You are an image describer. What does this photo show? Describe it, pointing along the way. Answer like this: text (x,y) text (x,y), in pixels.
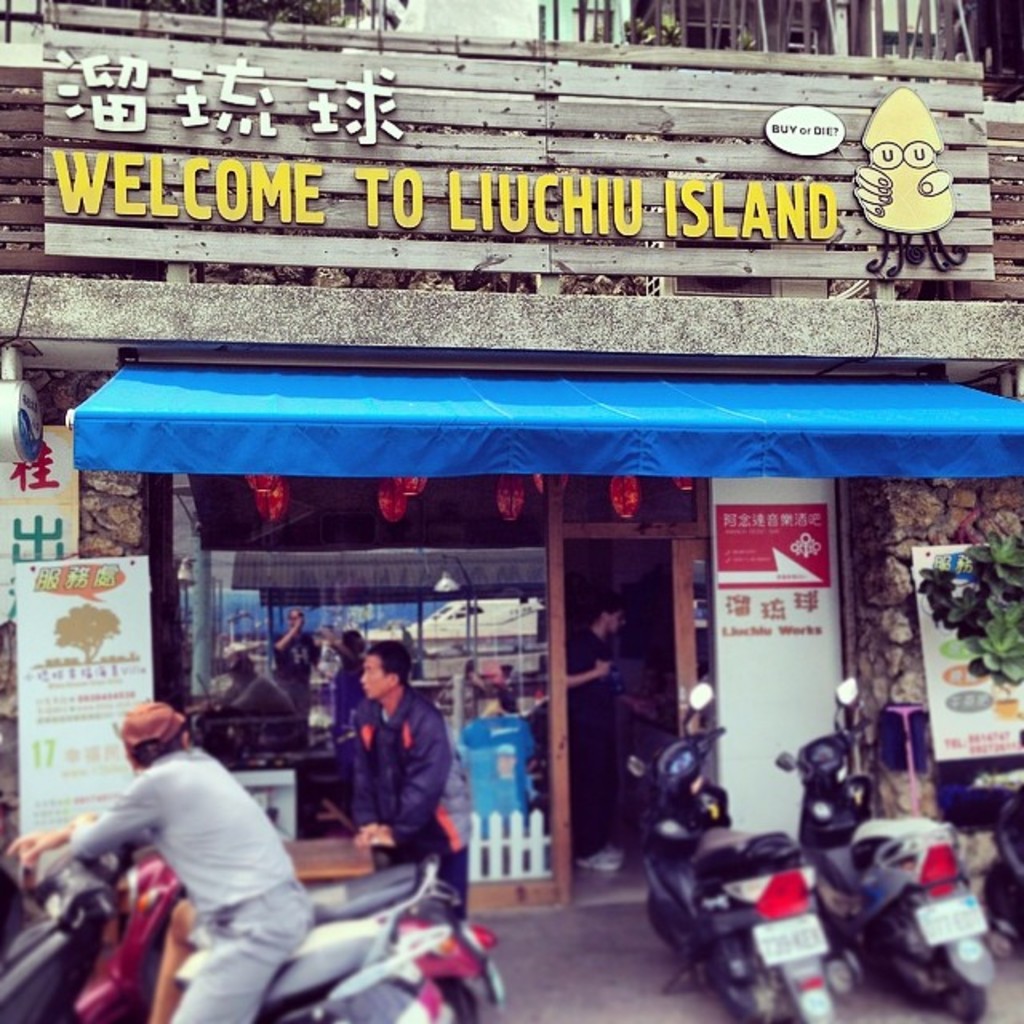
In this picture we can see one shop (498,475) in front (430,915) few vehicles (945,844) are parked and few people (260,934) are there, beside we can see some banners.
